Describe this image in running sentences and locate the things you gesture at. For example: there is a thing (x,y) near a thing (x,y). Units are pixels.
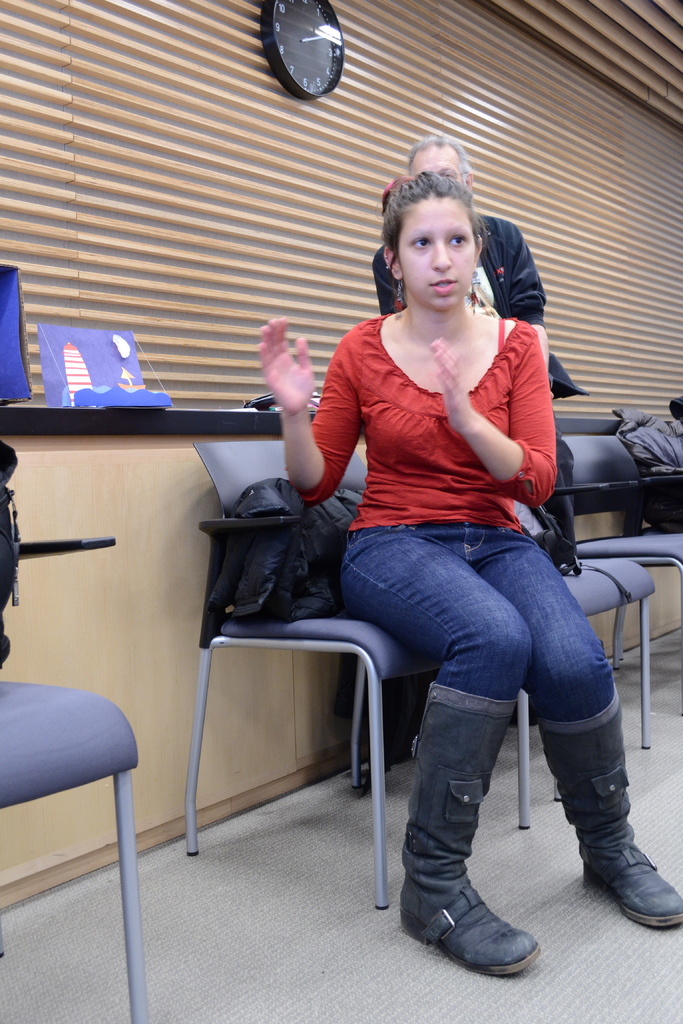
In this picture we can see woman (388,398) sitting on chair (349,475) and talking and at back of her we can see person (468,169) leaning to wall (263,170) on wall (145,376) we can see some items (117,371) such as watch (319,79).
